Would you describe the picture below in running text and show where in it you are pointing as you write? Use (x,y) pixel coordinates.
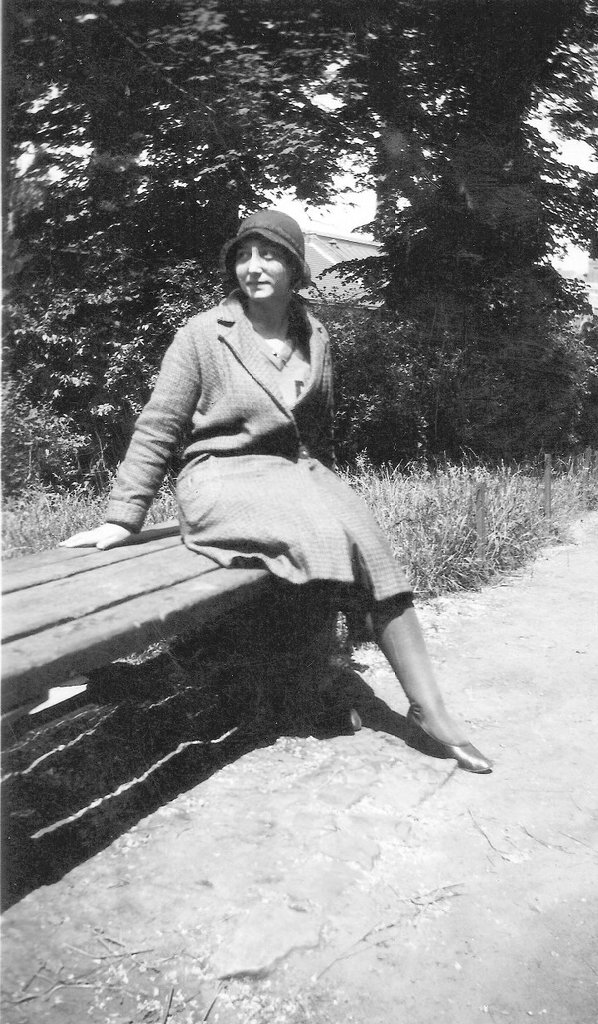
This picture is clicked outside. In the center (296,420) we can see a person (236,344) sitting on the bench (40,634). In the background (534,428) we can see the grass (525,511), plants (479,340) and trees (422,129).
